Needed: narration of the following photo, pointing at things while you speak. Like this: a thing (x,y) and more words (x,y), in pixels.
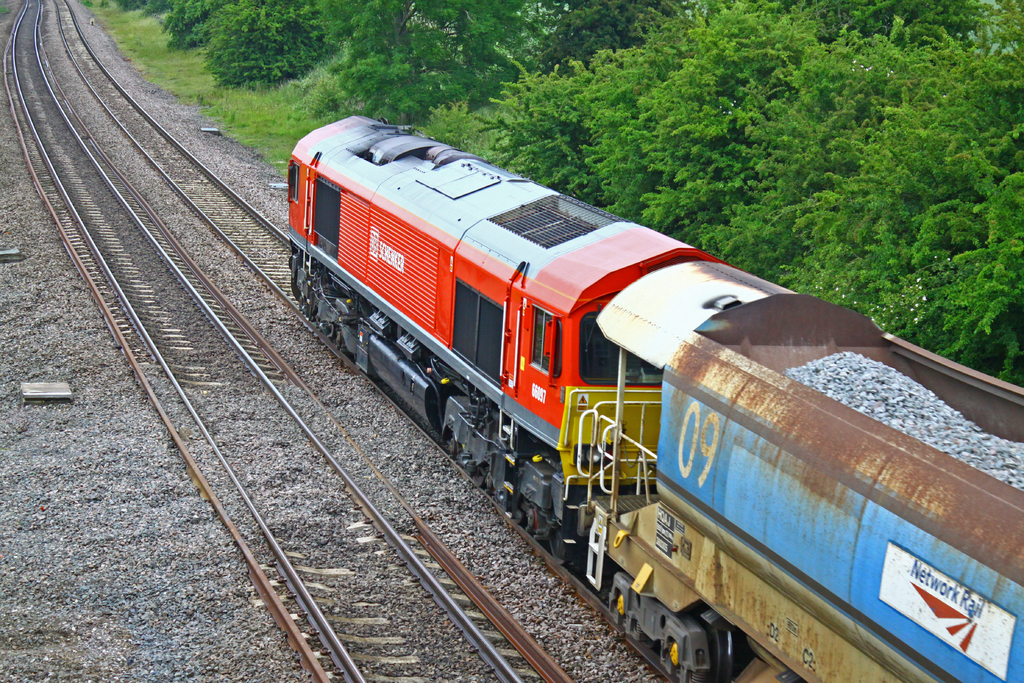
In this picture I can see a train (366,240) on the railway track (85,35) and I can see another track (180,341) on the side and I can see trees (486,147) and few small stones (207,365) on the ground (68,348).
